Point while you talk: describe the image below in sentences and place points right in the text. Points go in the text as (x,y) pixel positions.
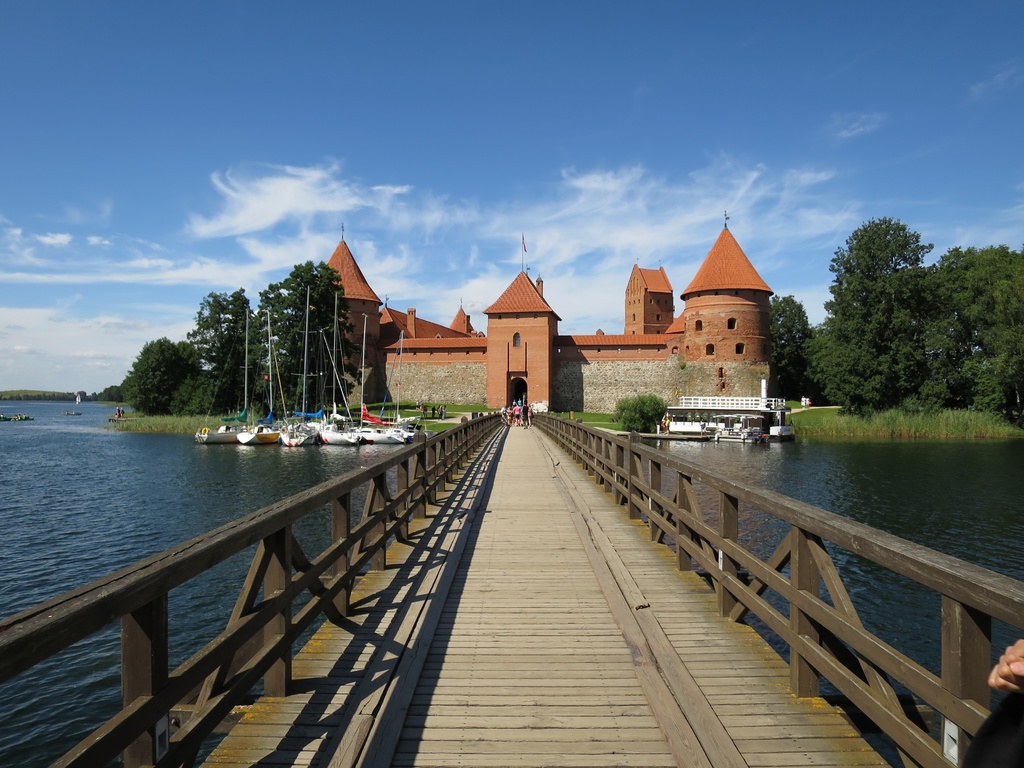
In this image we can see a walkway bridge (501,503) and people (524,422) standing on it, ships (730,420) on the water (184,444), grass (165,416), castle (428,335), trees (340,300) and sky (434,270) with clouds (408,254).
